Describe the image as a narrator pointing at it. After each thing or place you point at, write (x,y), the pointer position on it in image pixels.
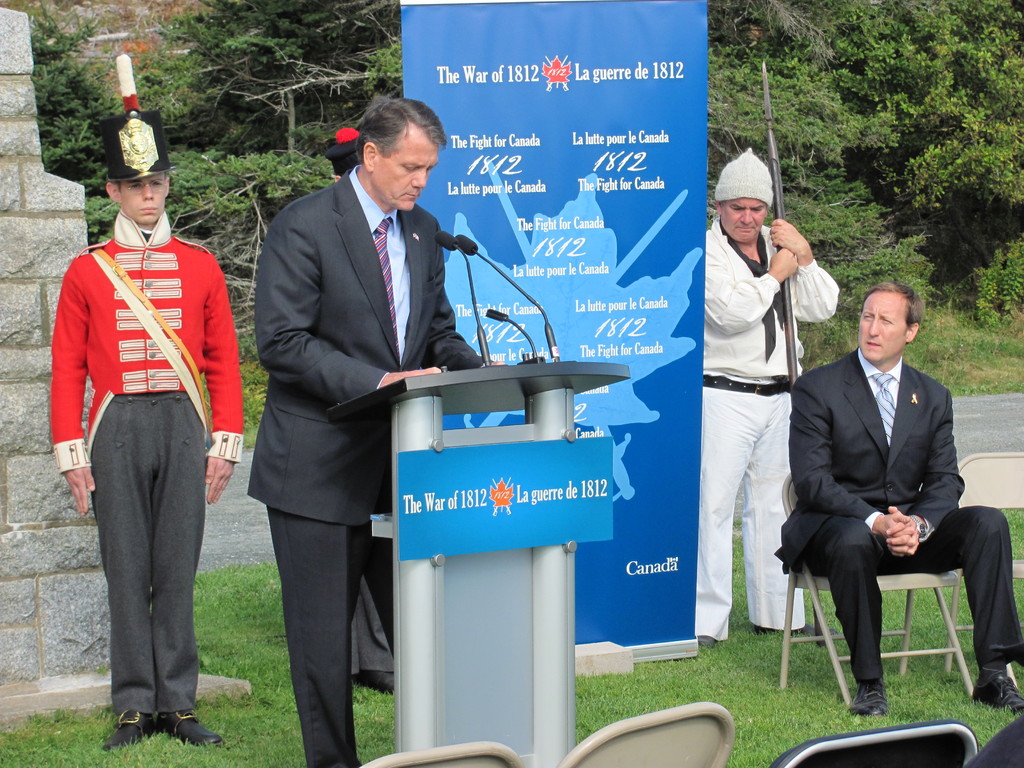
In this image there are people (362,265), wall (52,203), trees (224,69), banner (478,16), podium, chairs (428,767), mics (460,239), board (419,525) and grass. Among them one person (717,227) is holding an object (771,156) and another person (902,543) is sitting on a chair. In-front of that man (407,197) there is a podium (569,380) along with mics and board (562,475). Something is written on the banner (545,256) and board (521,462).
